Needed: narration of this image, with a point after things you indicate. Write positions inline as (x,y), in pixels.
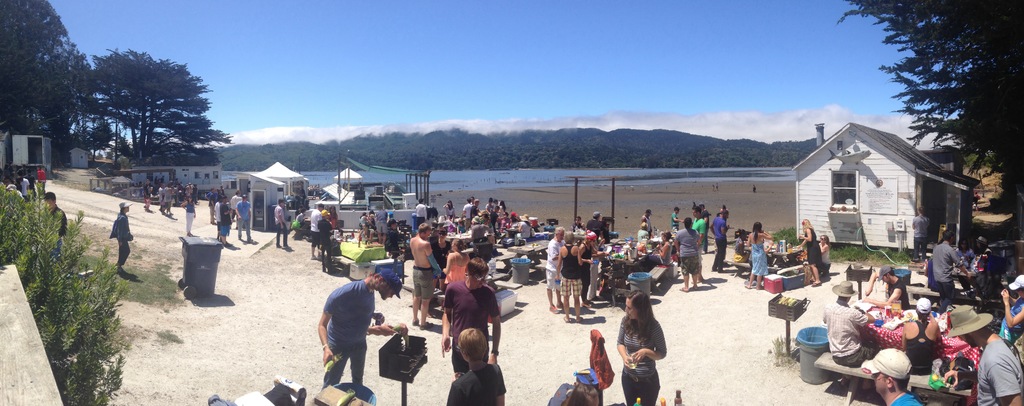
This image is taken outdoors. At the top of the image (291,51) there is the sky (349,72) with clouds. At the bottom of the image (699,386) there is a ground (181,371). On the left (59,116) and right sides of the image there are a few trees (111,137) with leaves (55,156), stems (78,261) and branches (975,176) on the ground (227,297). There are a few houses (202,179). In the background (392,156) there are a few hills (654,140). There are many trees (618,151) and plants (683,144). There is a river (536,177) with water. In the middle of the image (492,200) many people (119,236) are standing on the ground (202,232) and a few (487,378) are walking on ground (706,204). There are many tables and benches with many objects (938,374) on them. There are many objects (792,278) on the ground (379,382) and a few people (530,231) are sitting on the chairs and benches (911,382).
